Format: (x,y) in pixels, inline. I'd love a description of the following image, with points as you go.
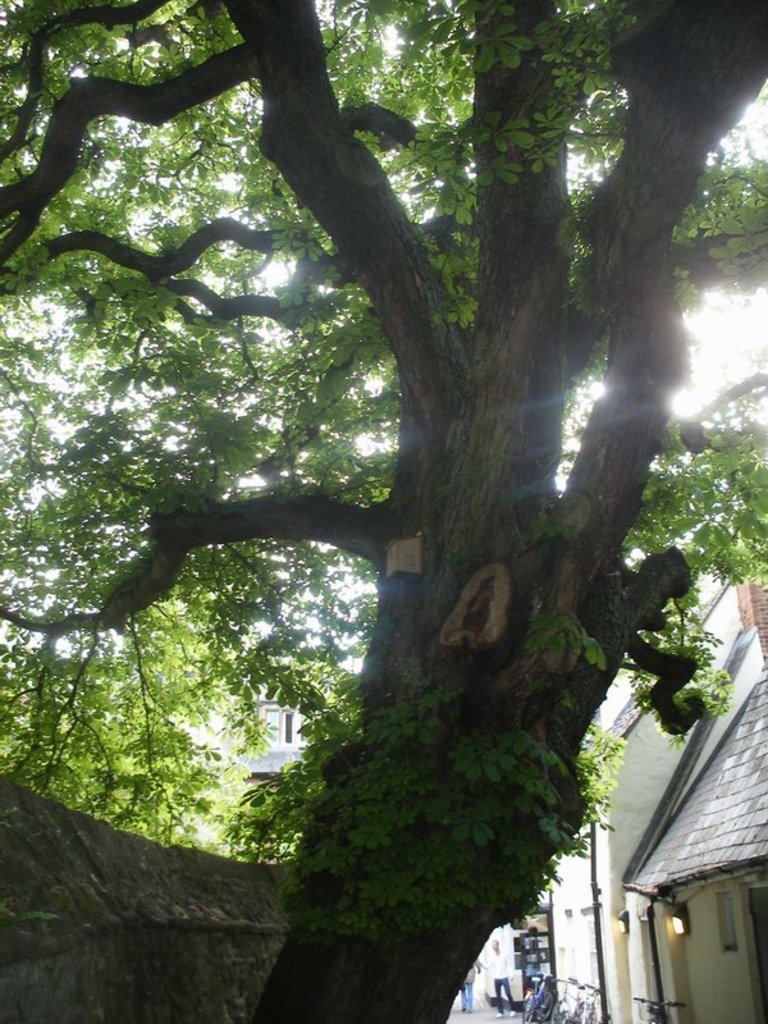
Here we can see a tree (474,465). In the background (465,1004) there are houses (617,860), two persons (465,1004) and bicycles (536,1014) on the road (481,1018), poles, light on the wall (683,979), windows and sky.
